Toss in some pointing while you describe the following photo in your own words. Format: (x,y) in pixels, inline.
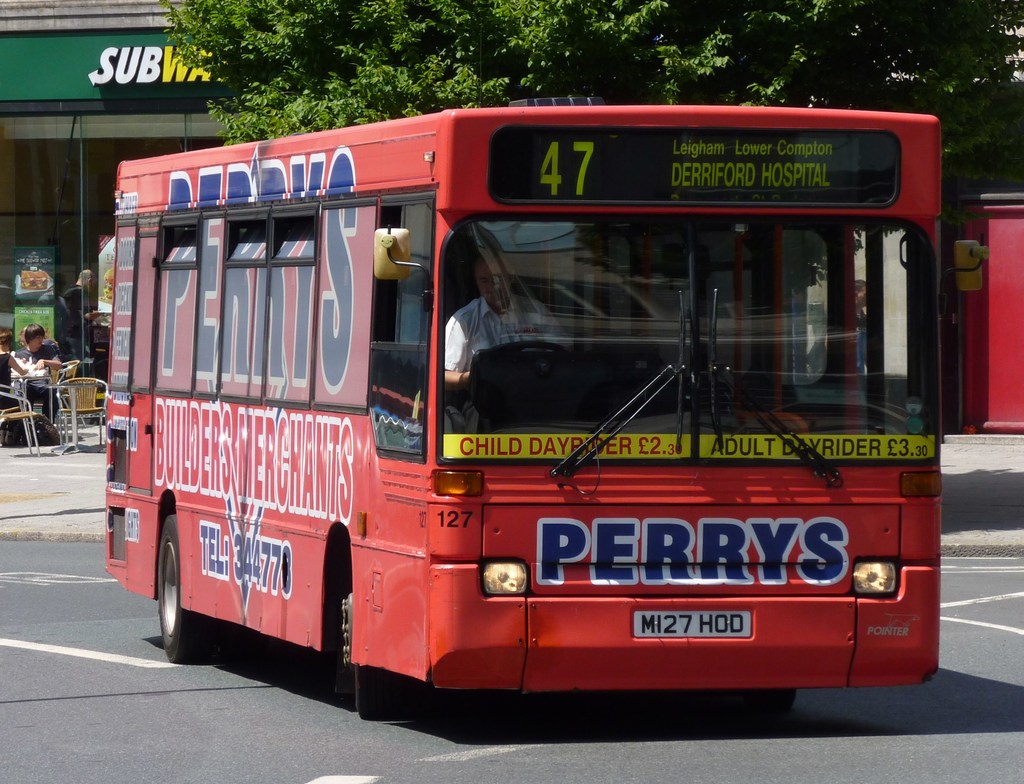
This image consists of a bus (350,458) in red color. In which we can see a man (474,346) wearing a white shirt (474,346). At the bottom (174,769), there is a road (768,783). In the background (18,70), there is a restaurant (74,136). And we can see two persons (45,384) sitting in the chairs (20,390). On the right (850,14), there is a tree (624,46).
